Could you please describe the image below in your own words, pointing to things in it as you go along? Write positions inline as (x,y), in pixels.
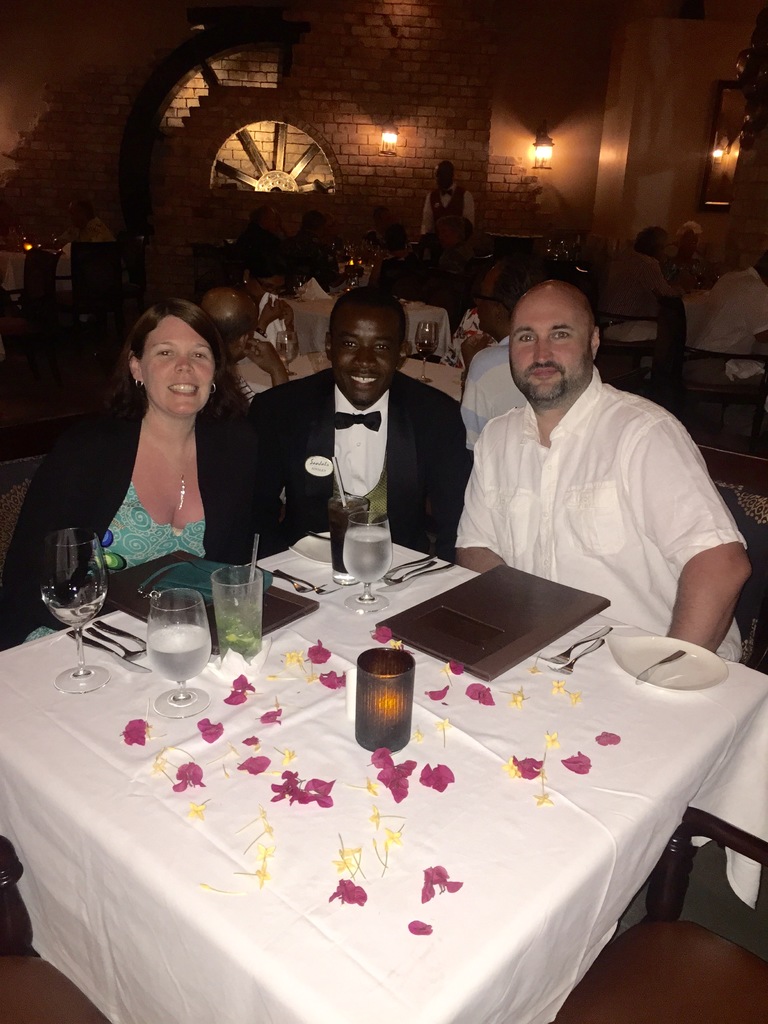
There are three people (404,454) sitting on the chairs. This is the table (217,951) covered with white cloth (506,895). There is a plate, tumblers (381,563), flowers (262,761) and spoons (128,660) and this is looks like a menu card (501,619) placed on the table (412,787). At background (231,298) I can see few people (501,292) sitting and a person (450,212) standing. These are the lamps (550,161), I think these are attached to the wall (512,146).
